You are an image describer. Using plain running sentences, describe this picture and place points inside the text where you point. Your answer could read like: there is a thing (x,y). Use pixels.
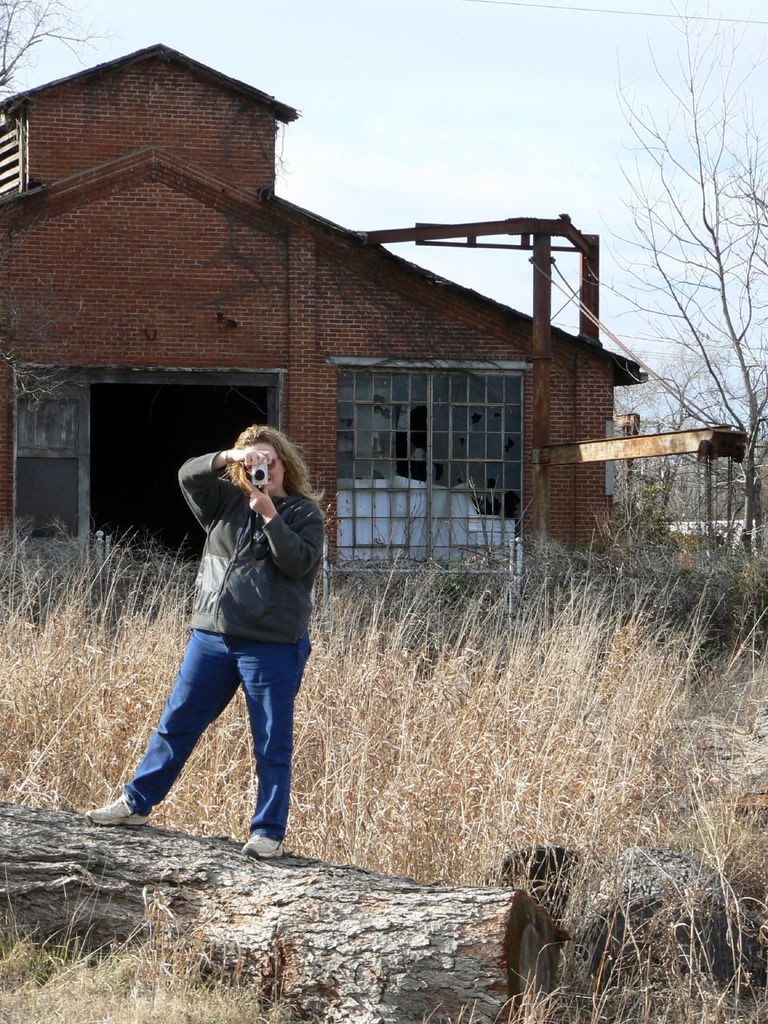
In this picture we can see a woman (280,615) standing and holding a camera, at the bottom (537,690) there is grass (527,722), we can see a building (369,497) in the background (279,288), on the right side (746,379) there is a tree (710,319), we can see the sky (710,319) at the top of the picture (394,84).
